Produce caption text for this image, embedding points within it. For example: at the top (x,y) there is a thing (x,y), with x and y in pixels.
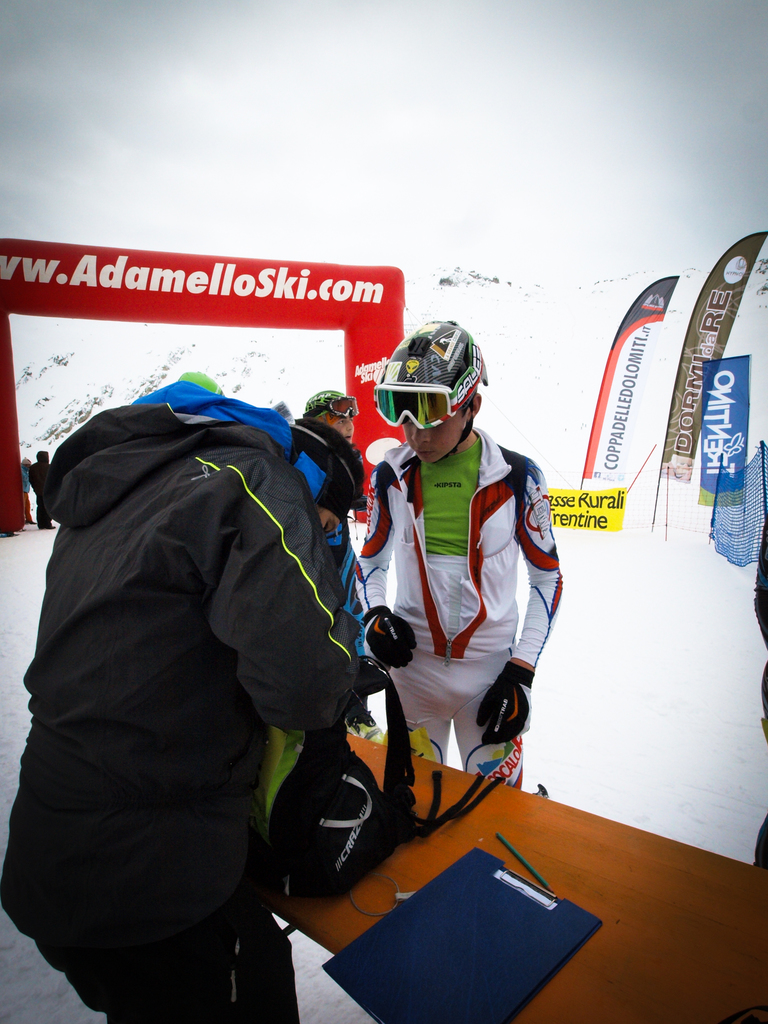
In this image I can see group of people (377,503) standing. In front (62,699) the person (165,709) is wearing black color dress (97,681), I can also see few objects (539,917) on the table (658,931), background (734,458) I can see few multicolor banners (724,428) and I can also see the snow (532,354) in white color.
